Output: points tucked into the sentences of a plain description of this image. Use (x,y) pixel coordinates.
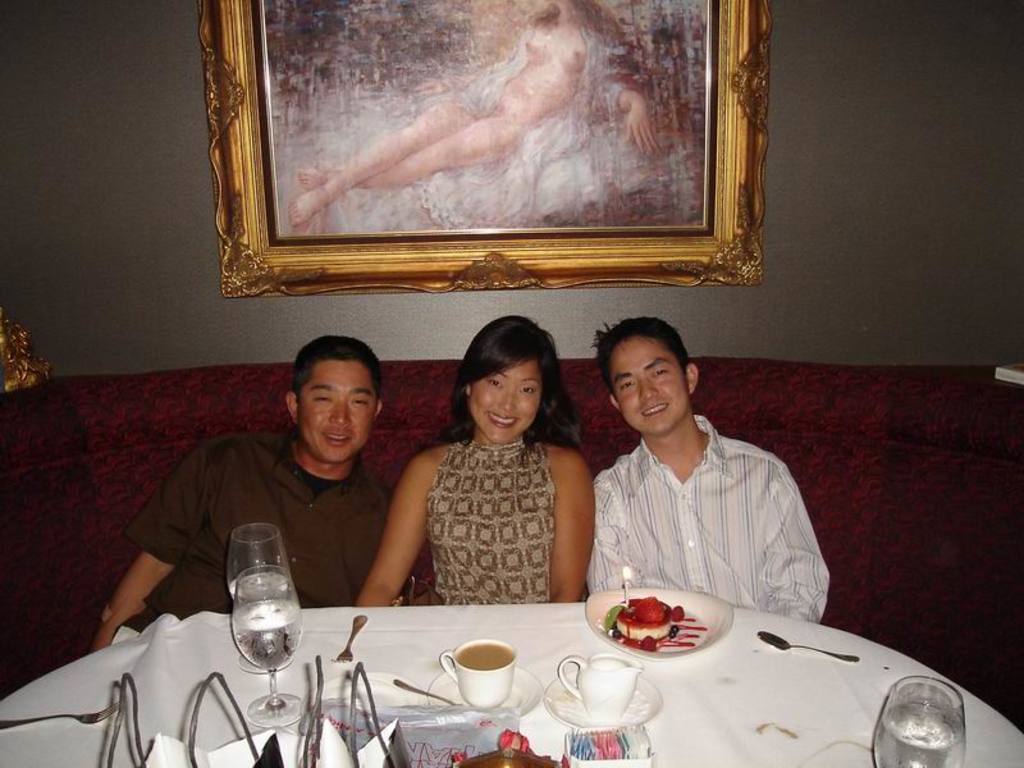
In this picture that three people (622,500) sitting in a couch (912,605) have a table (888,663) in front of them with some food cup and saucer (648,711) there is water glass (272,622) and in the backdrop (148,183) there's a wall (138,157) and photo frame (322,177).
